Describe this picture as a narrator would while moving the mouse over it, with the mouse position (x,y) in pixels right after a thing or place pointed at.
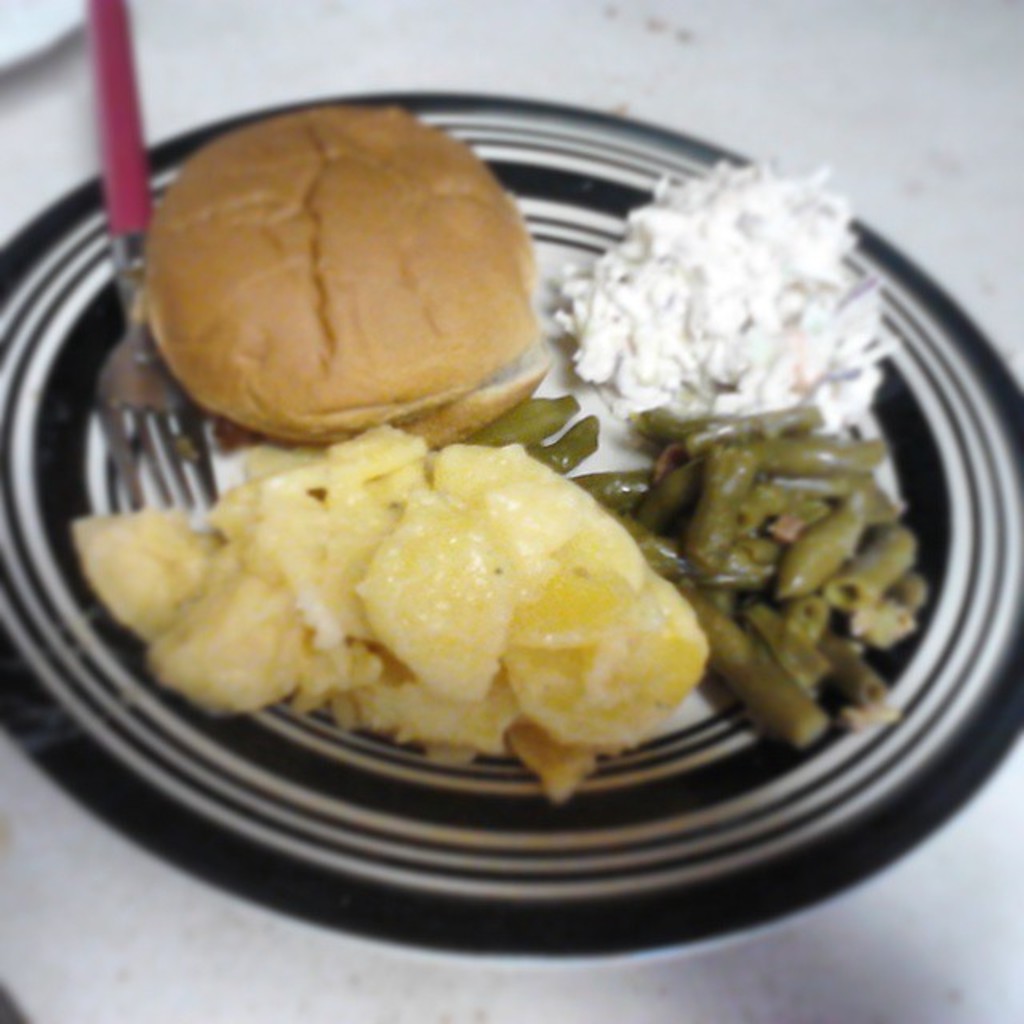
In this image, there is a white color table (493,1016), on that table (89,828) there is a black color plate (164,815), in that plate (583,844) there are some food items (266,313) kept, there is a fork (135,113) kept in the plate (85,400).
